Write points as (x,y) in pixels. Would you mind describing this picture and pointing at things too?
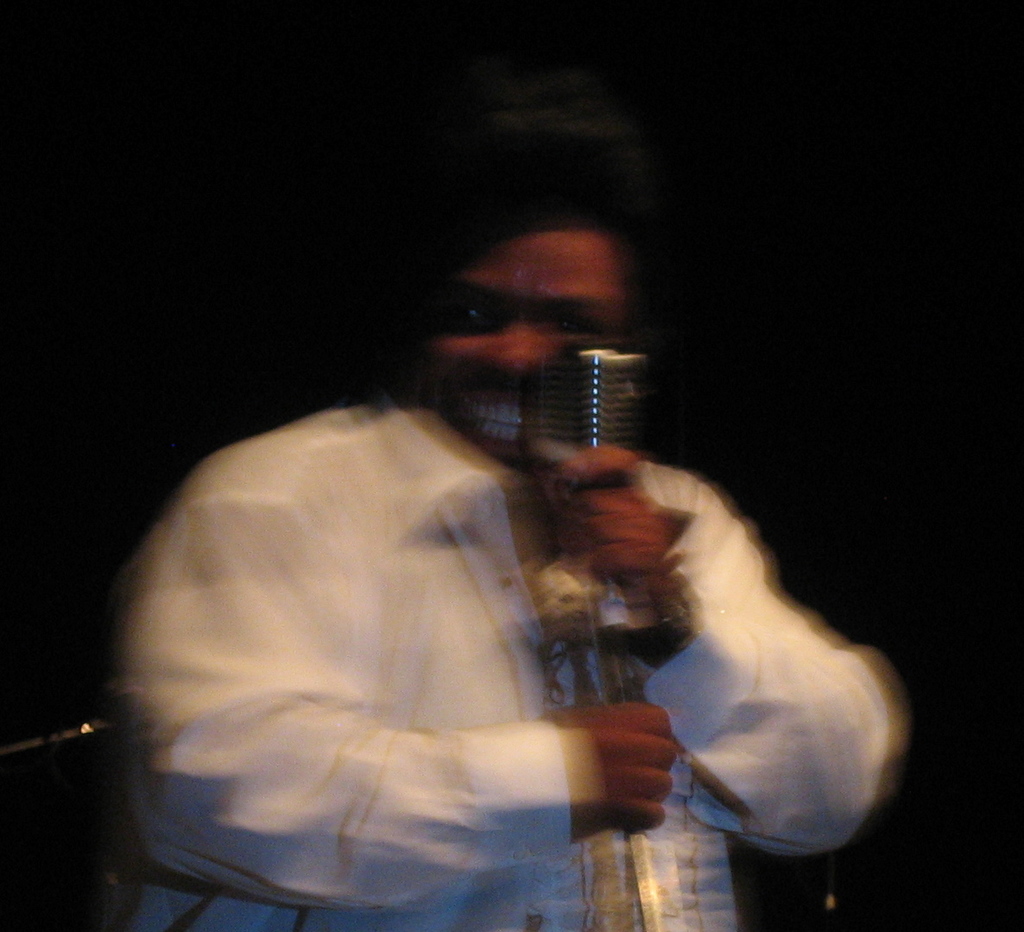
In this picture there is a man (470,336) in the center of the image (549,410), by holding a mic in his hands (622,503).
